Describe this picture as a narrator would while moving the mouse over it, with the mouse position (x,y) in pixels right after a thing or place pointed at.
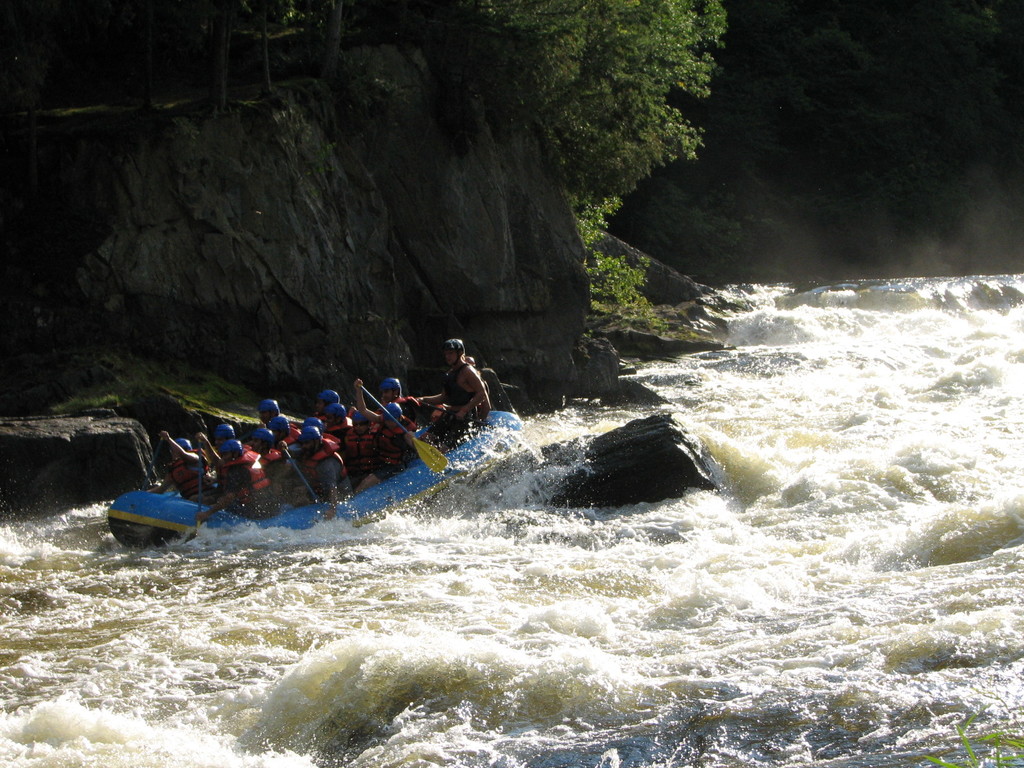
In this picture, we can see a few people (360,483) rafting in water (765,521), we can see water (585,411), rocks (649,393) and trees (874,160).
